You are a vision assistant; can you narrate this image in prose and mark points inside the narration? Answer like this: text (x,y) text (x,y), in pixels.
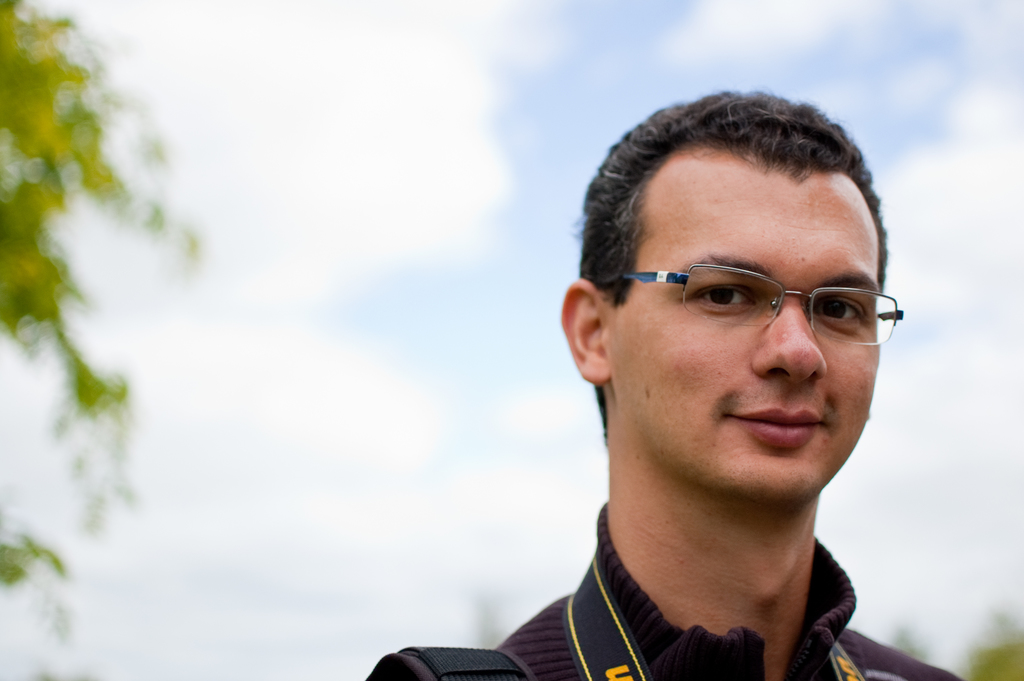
In the foreground of the picture (733,371) there is a person (794,549) wearing spectacles (759,280). The background (435,17) is blurred.
